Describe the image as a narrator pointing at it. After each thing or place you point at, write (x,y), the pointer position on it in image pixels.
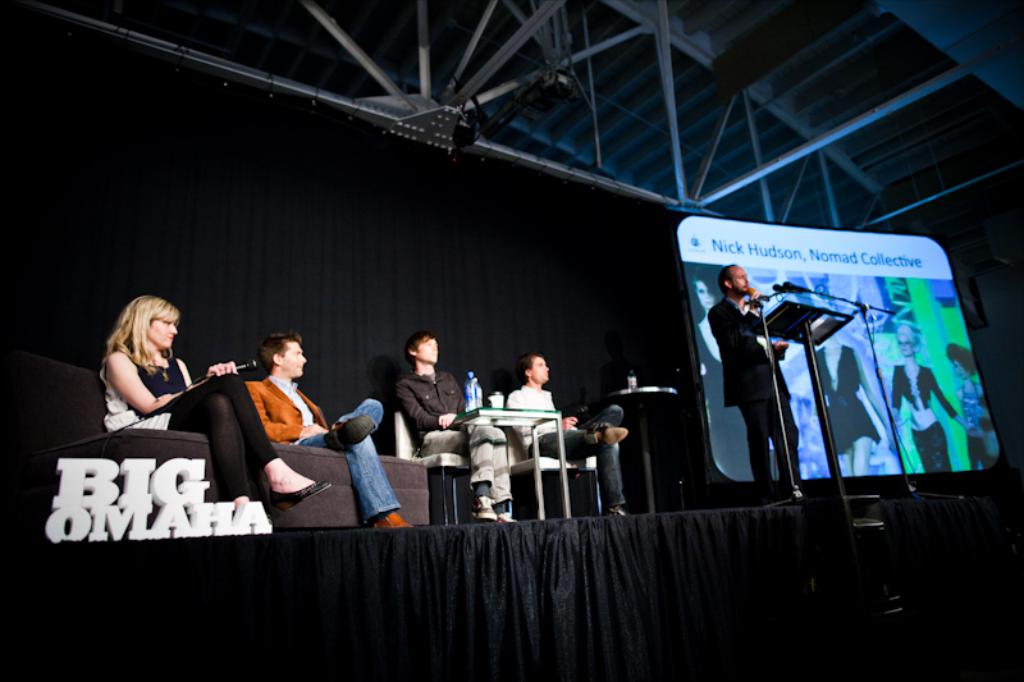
This is a stage show of big omaha where we can see a women (221,447) and four men (426,386). There is a table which has a bottle (476,407) on it and a women (209,367) holding a mike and the other man (741,285) standing is holding a mike (748,294) and also the projector board (840,242).
